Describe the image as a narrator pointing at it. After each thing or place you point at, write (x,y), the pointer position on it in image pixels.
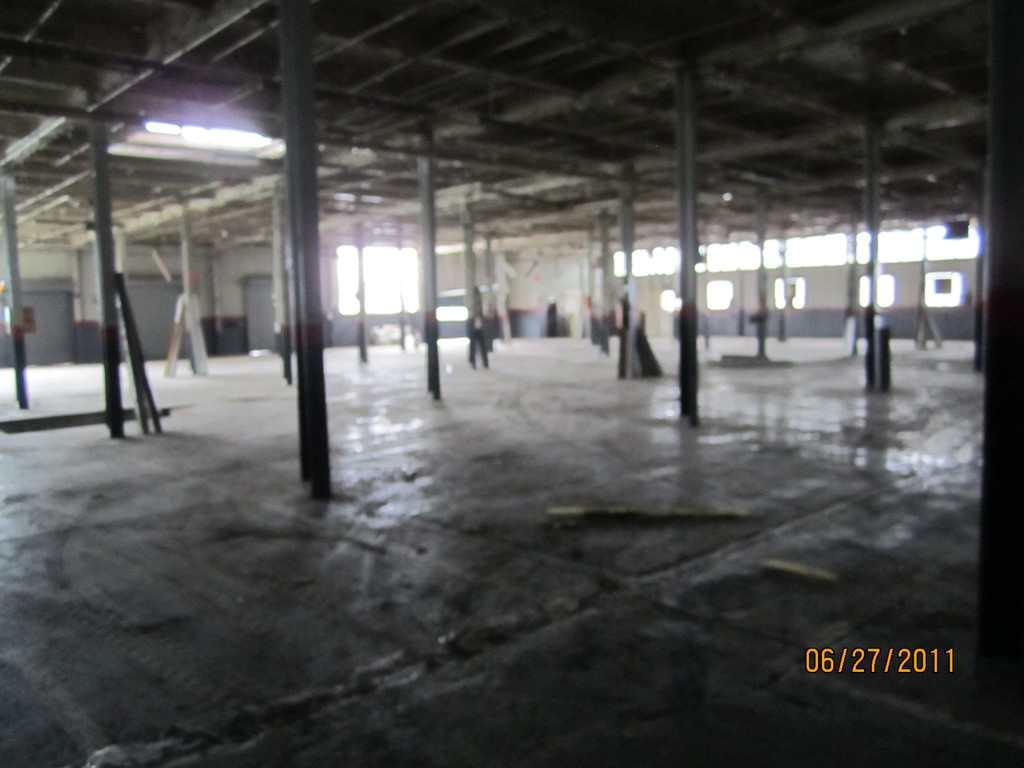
In this image we can see a hall (161,327) with metal pillar (107,336) and roof (801,102). We can see watermark (867,663) in the right bottom of the image (842,666).
